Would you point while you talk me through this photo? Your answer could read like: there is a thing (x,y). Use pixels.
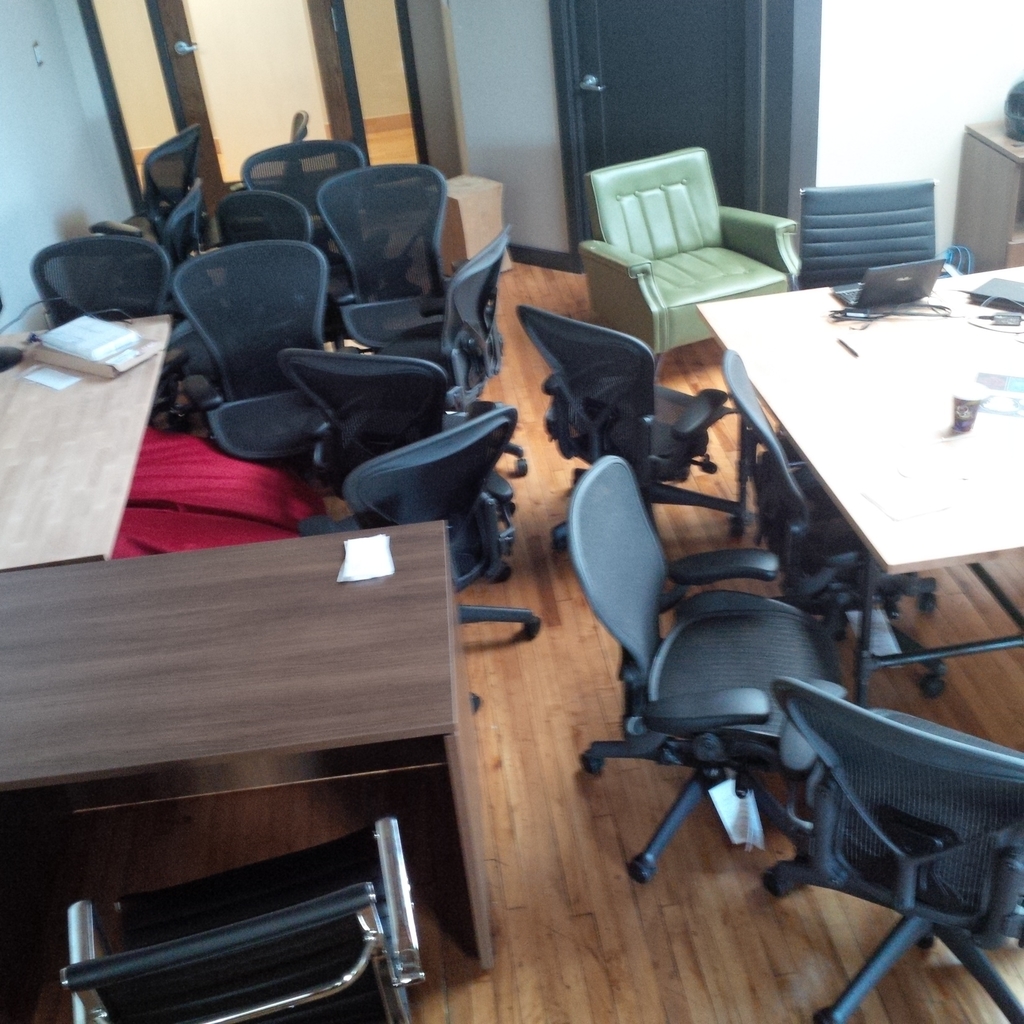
This picture is taken in a room (320,753). The room (557,697) is filled with the chairs (832,780) and tables (1001,428). On the top right (719,295) there is a sofa (723,236) which is in green in color. Behind it there are doors (714,107).
